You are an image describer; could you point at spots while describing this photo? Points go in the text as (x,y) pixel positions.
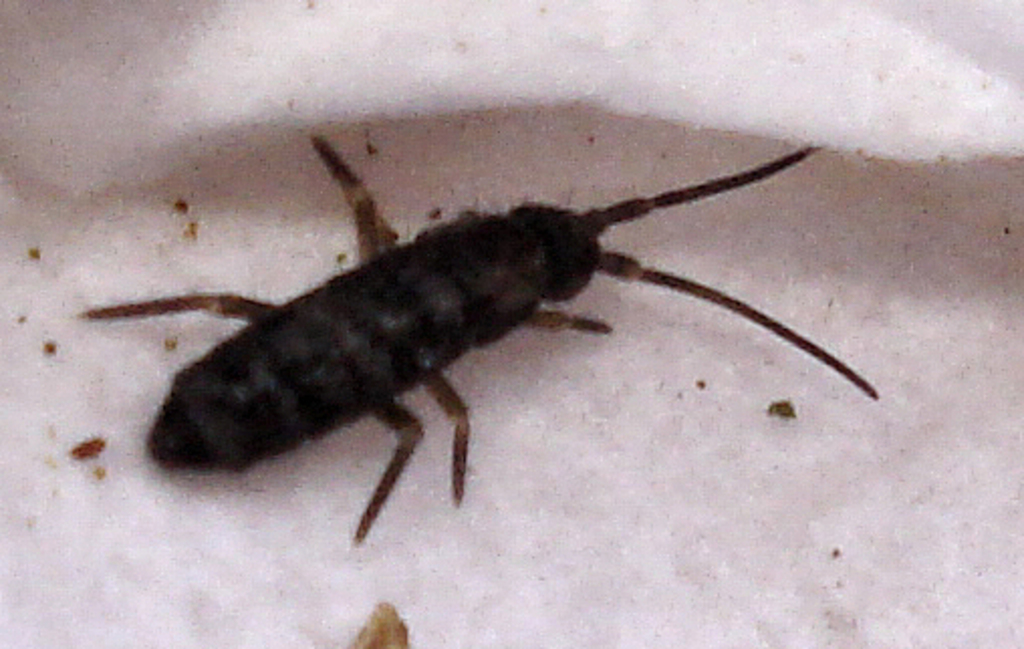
We can see insect (337,416) on surface (450,435).
